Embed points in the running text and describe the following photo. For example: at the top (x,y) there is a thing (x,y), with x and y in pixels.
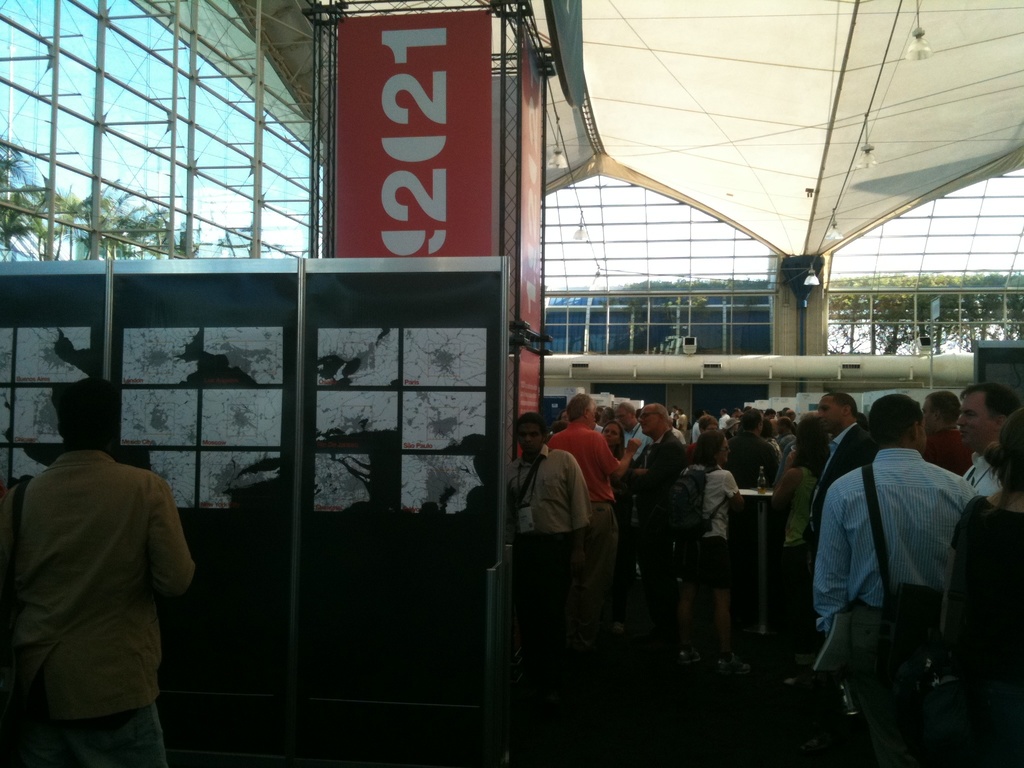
In this image we can see a few people (591,460) standing, among them, some people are wearing the bags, there are some trees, creepers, metal rods (713,292), boards (443,433) and a pillar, also we can see a table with a bottle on the floor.
